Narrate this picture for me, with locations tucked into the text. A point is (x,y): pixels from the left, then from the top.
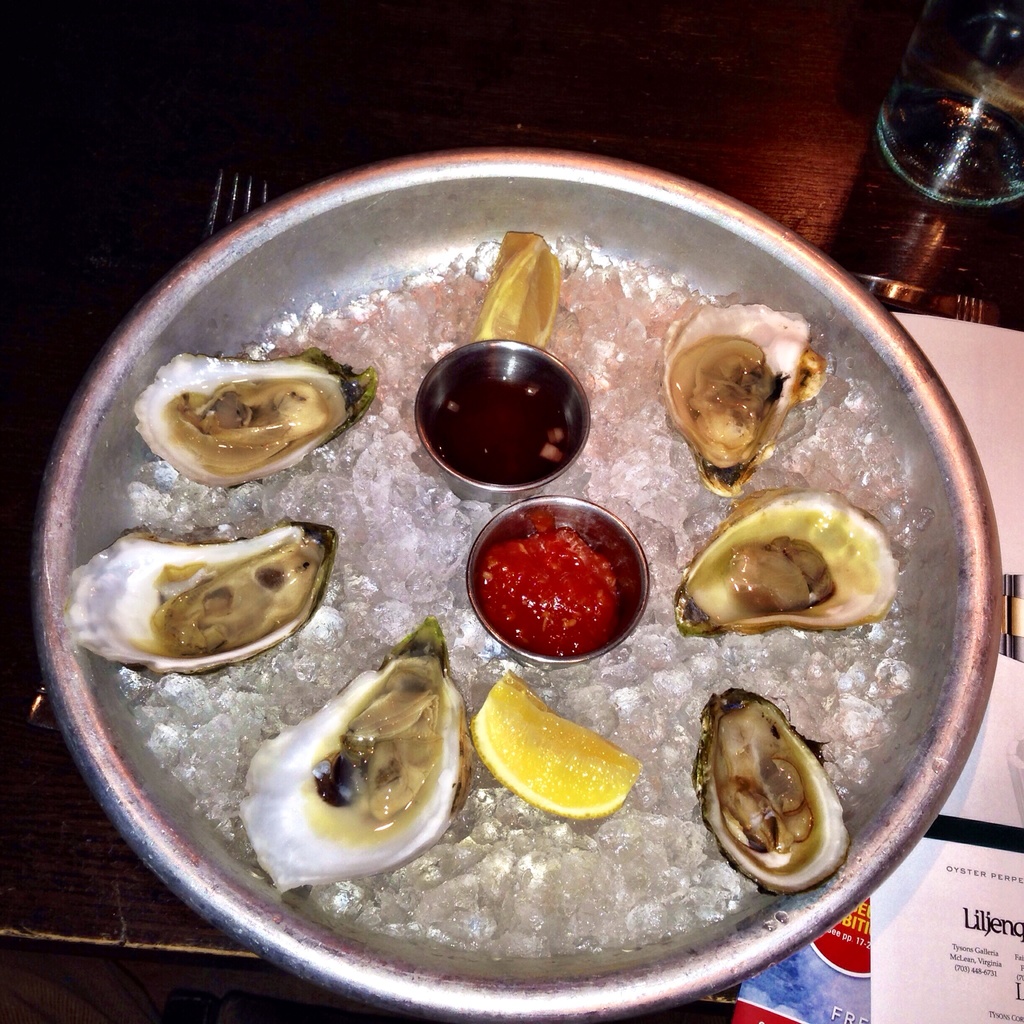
In the center of the picture (474,464) there is a plate (222,349), in the plate (917,560) there are oysters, lemon (549,762), ice cubes (382,566), bowls (552,519) and some food items (484,404). On the left (242,197) there is a fork (225,228). On the right (1001,168) there are glass (977,158), fork (964,303) and a menu card (978,366). All the items (658,422) are placed on a table (136,165).
